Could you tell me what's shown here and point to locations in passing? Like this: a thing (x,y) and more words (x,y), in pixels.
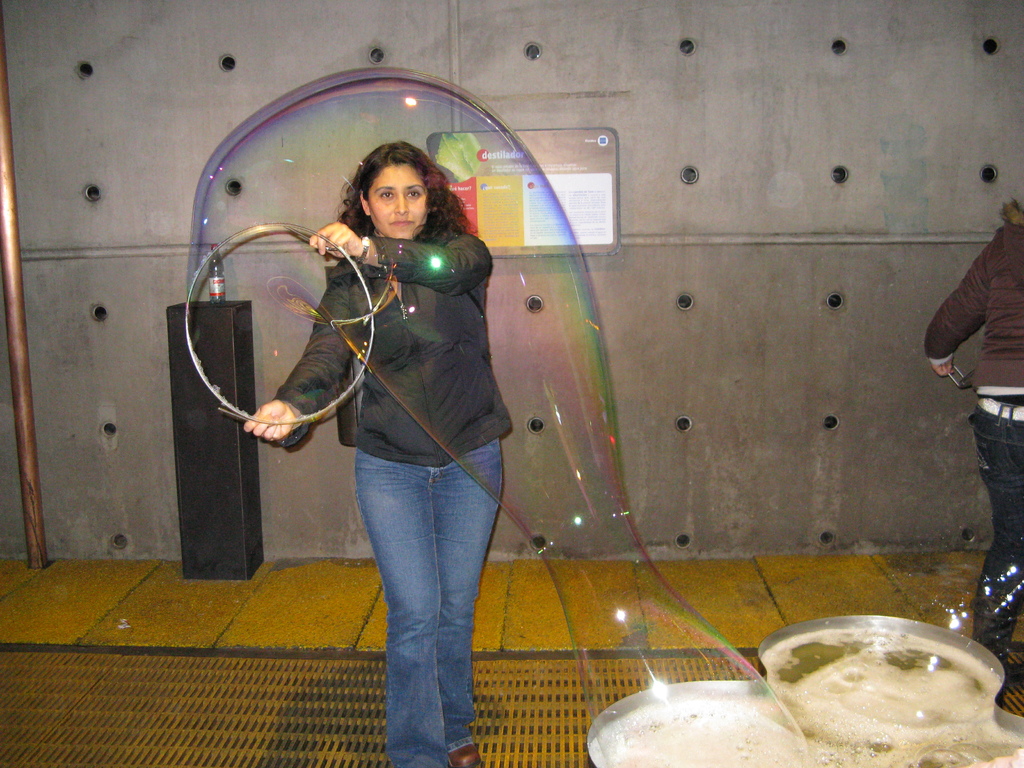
In this image there is a person (439,375) holding a ring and creating a water bubble (695,677) and there is water (789,683) in the bucket (685,688), there is another person (1008,440), a pole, a bottle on the stand (216,515), a few holes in the wall (207,283), a frame (612,180) attached to the wall (163,471).
